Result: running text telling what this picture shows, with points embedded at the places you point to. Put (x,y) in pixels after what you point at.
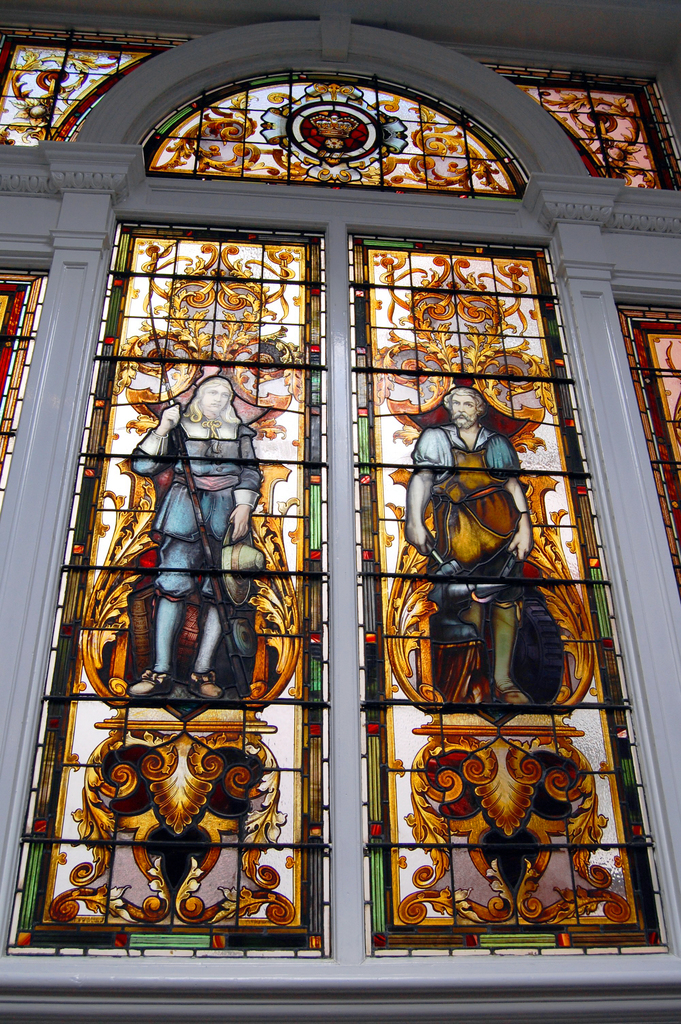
In the image there is a glass window (231,281) on the wall (85,180) with designs (315,132) on it.
